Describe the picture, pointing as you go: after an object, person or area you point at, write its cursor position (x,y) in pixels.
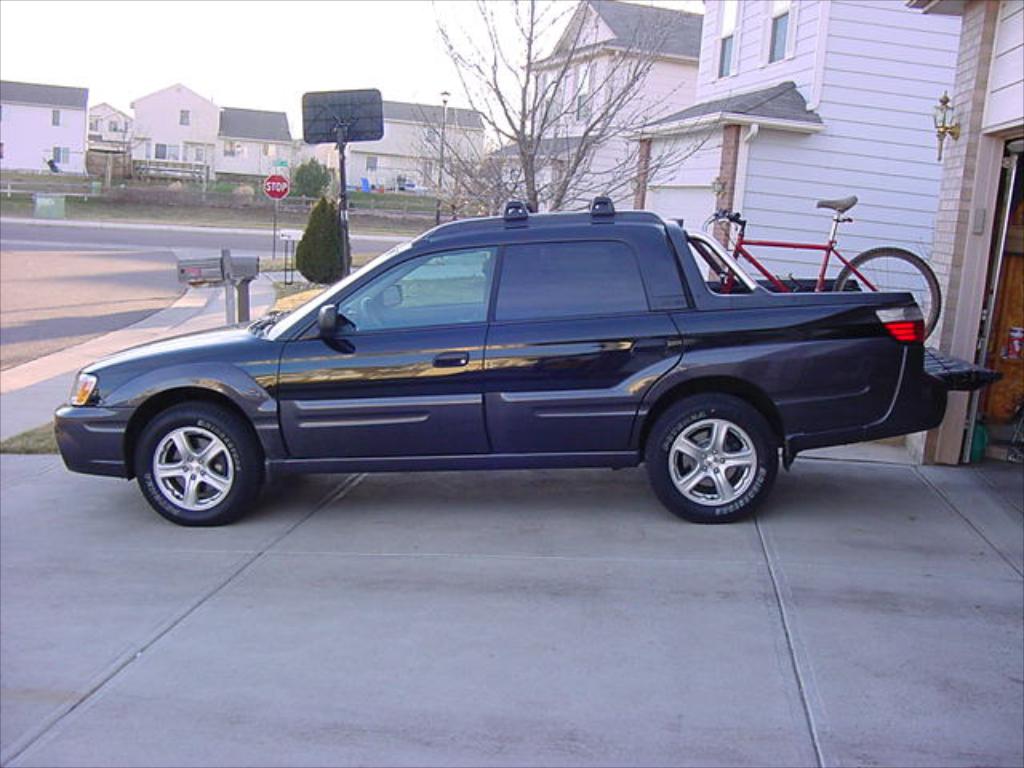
In this image we can see one car (573,354) is parked. Background of the image (546,143) buildings (547,128) and poles (342,164) are there. Behind the car (593,219) tree (525,166) is present. Left side of the image (93,293) road (93,293) is there and back of the car (790,308) one red color bicycle (802,245) is kept.
